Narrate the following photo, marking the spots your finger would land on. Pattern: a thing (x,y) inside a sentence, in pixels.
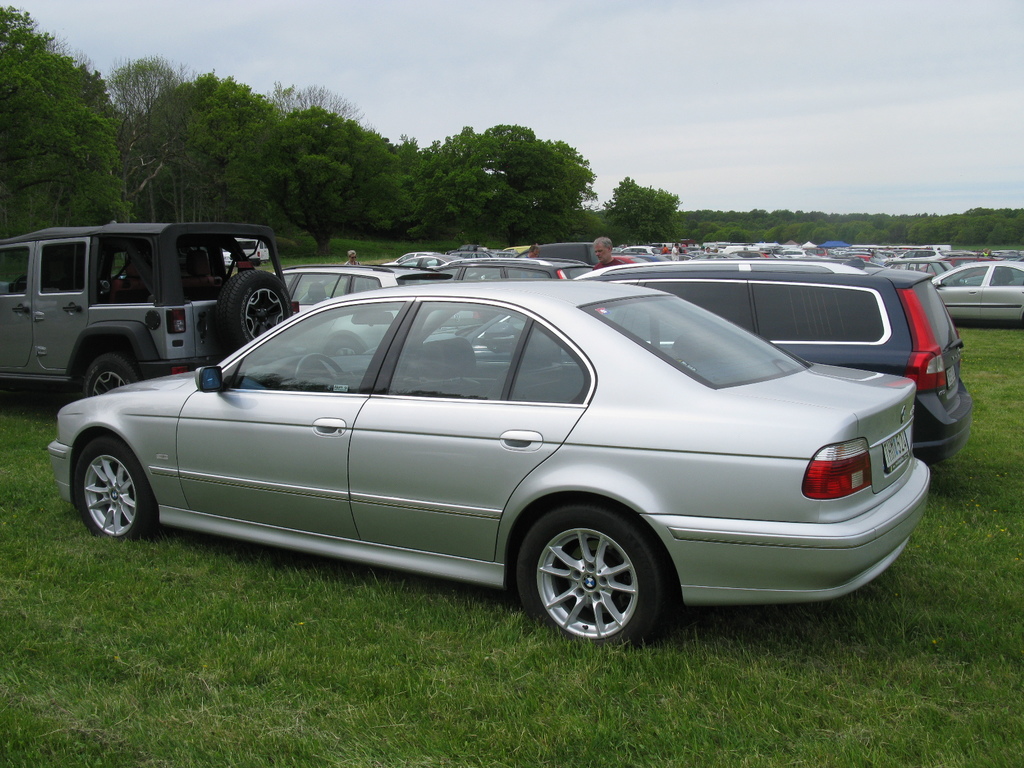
There are different types of cars (507,258), which are parked. Here is a grass (789,690). I can see a person (614,263) standing. These are the trees (322,168) with branches (670,202) and leaves (827,223). This is the sky (797,69).
